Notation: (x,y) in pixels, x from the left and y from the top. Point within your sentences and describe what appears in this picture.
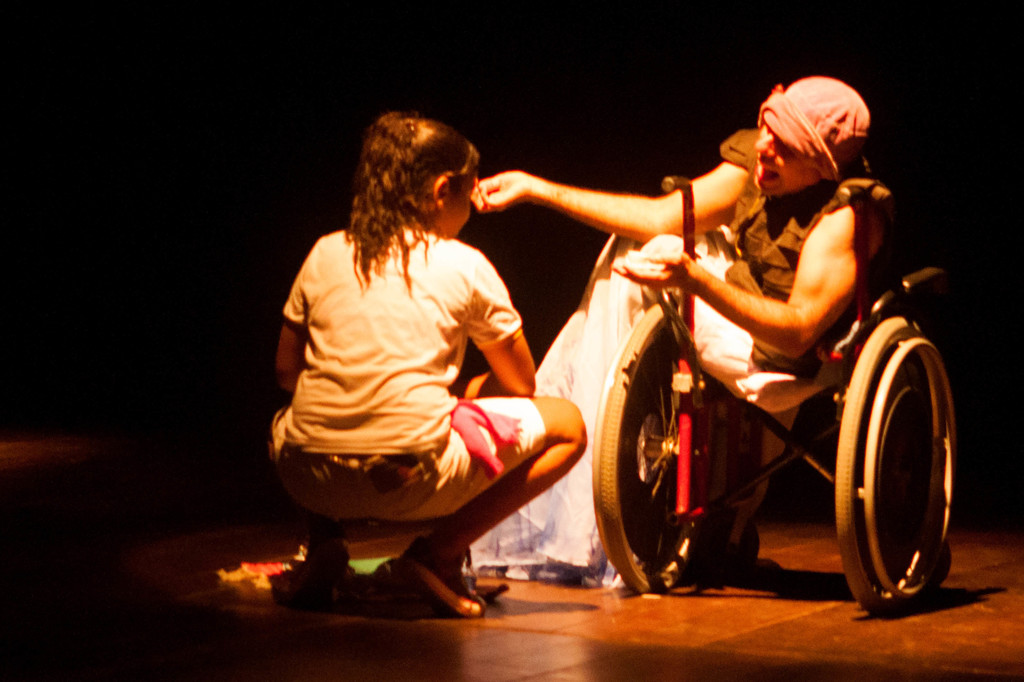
In this picture there is a man (809,186) who is sitting on the wheelchair (687,333), beside him there is a woman (374,229) who is a squat position. Both of them doing the show. In the back (516,52) I can see the darkness (503,45).
